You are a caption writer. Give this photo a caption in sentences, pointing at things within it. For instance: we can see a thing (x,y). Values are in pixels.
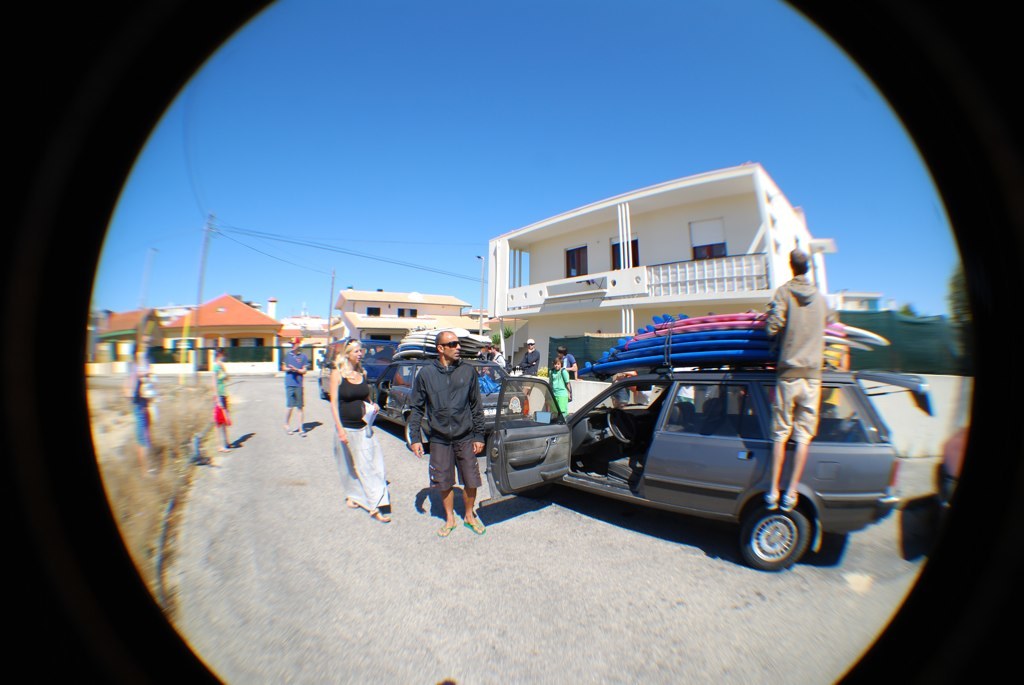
In this image we can see through a hole (339,330) of an object (62,431), there are a few people (478,403) and few vehicles (595,422) on the road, there are a few objects (711,349) on the vehicles (497,469). In the background (700,292) there are buildings (749,285), trees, poles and the sky (394,197).
